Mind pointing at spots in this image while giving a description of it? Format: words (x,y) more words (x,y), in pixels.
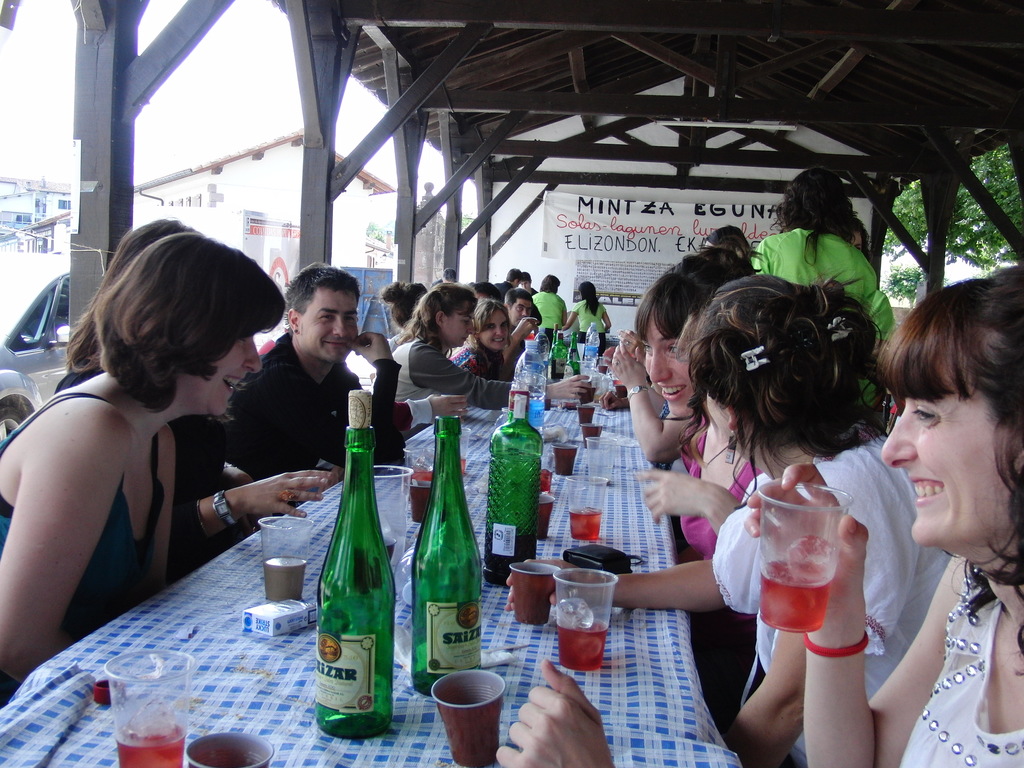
This Picture describe about the a group of man and woman (742,445) sitting around the long table (477,420) drinking and enjoying. In front (959,742) we can see the a woman (961,711) wearing white dress (931,725) holding the red wine glass (795,593) in her hand (853,546) and smiling. Beside one is discussing something with the other girl (672,356), Opposite a woman (314,481) is also smiling and enjoying the drink (349,681). On the table (314,649) we can see three green wine bottles (477,581), tea cups (542,608), water bottles (536,386), wine glasses (176,705) and cigarette packet (267,609) on the top of the table (302,721). On the top (444,89) we can see the wooden rafters (878,163) and clear sky (230,131).
